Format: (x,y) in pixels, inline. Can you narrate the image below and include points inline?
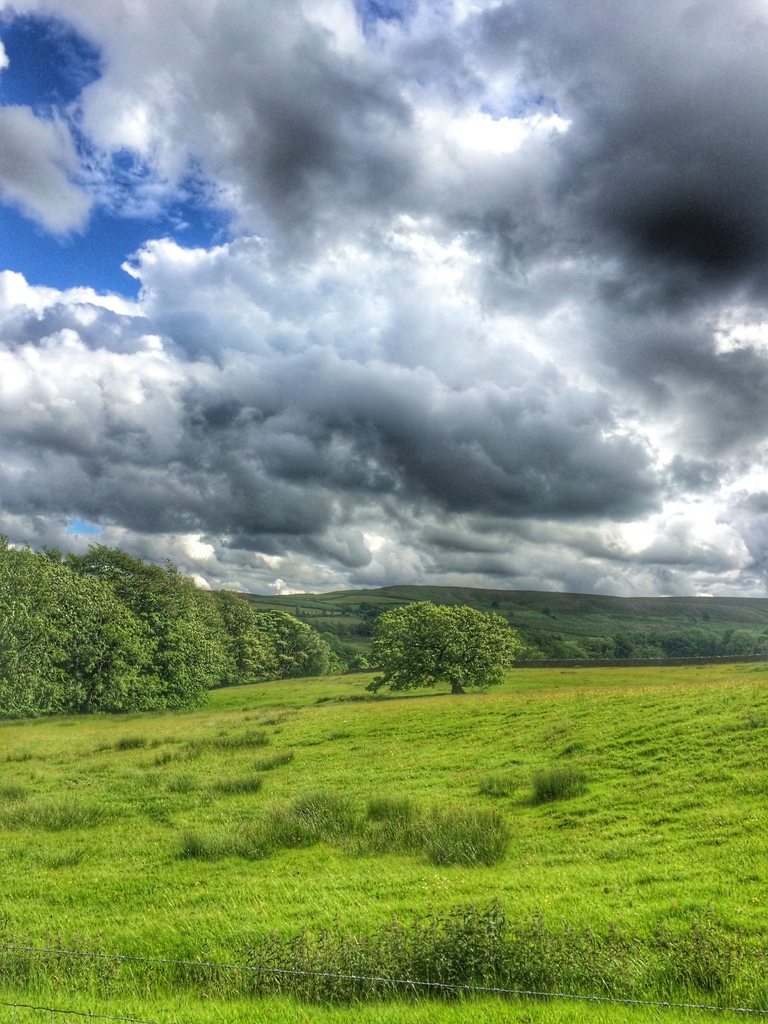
As we can see in the image there is grass (383,798), trees (214,671), sky (134,287) and clouds (461,285).
